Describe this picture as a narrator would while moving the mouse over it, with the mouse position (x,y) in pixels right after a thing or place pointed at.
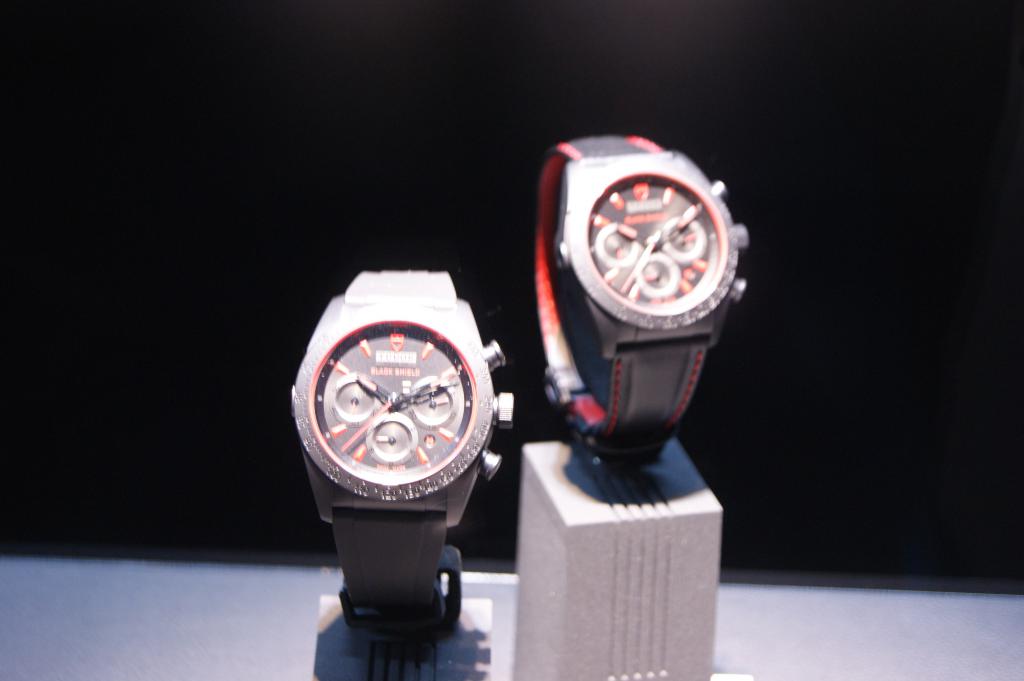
In this picture there are two hand watches (434,379) which are kept on the table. In the back (284,145) I can see the darkness (284,160).
